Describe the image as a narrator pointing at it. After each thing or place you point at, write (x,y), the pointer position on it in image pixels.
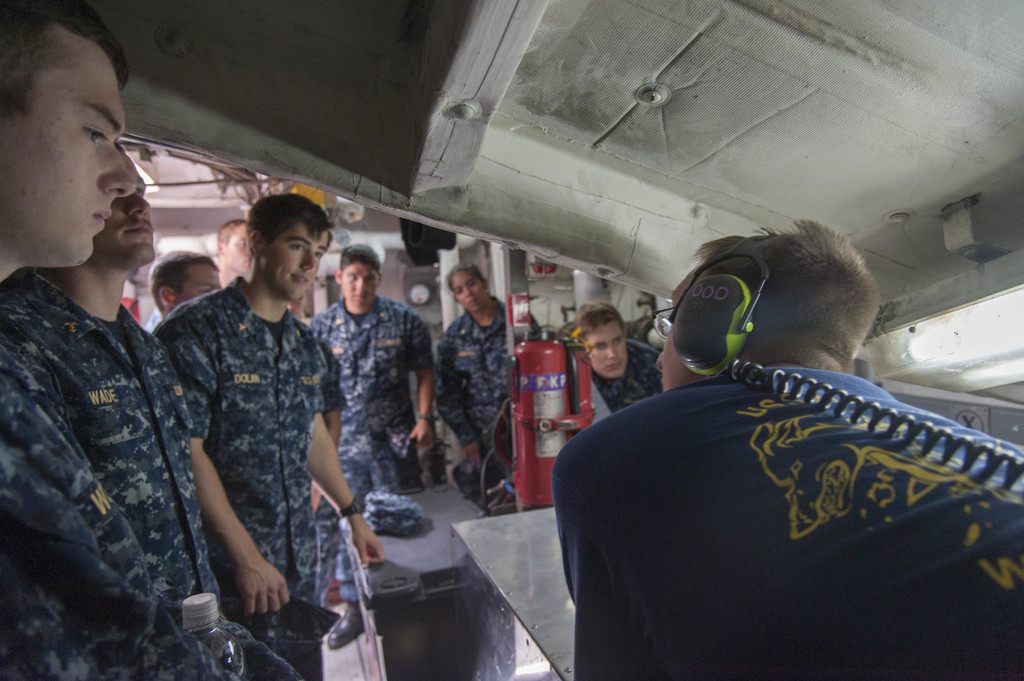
In this image to the right side (803,490) there is a person (719,467) wearing a headphone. Beside him there are few other people (250,433) standing on the floor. In front of them there are two boxes (445,578) and behind it there is a fire extinguisher (532,413).
